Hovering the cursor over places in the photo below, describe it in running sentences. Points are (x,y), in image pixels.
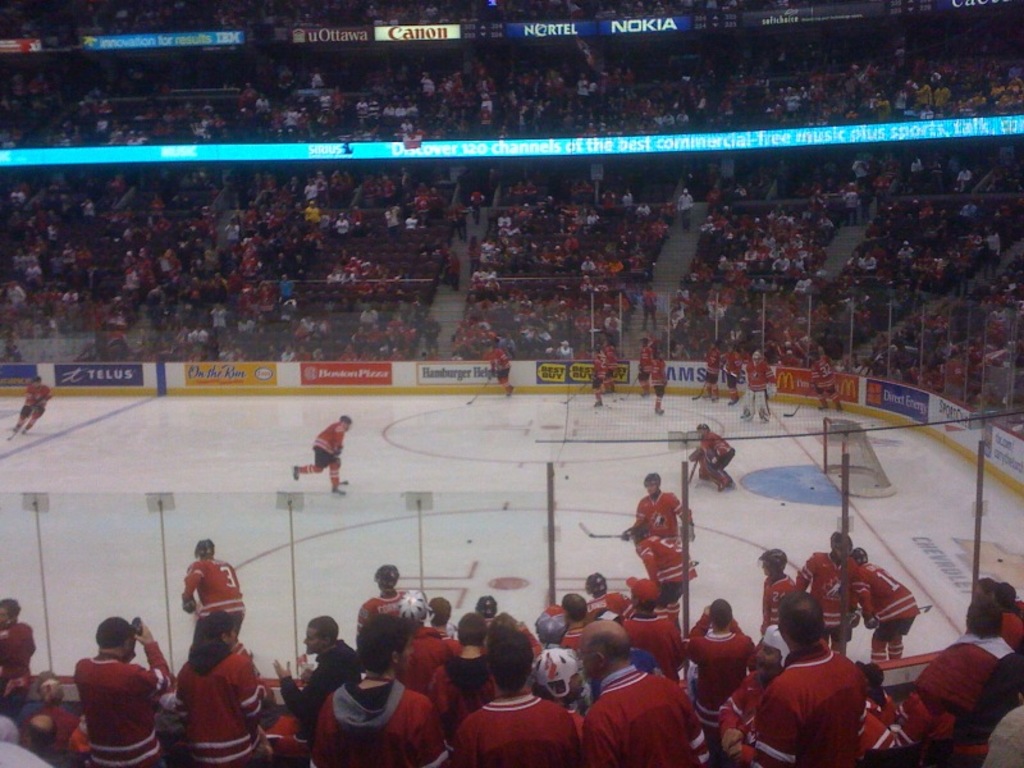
In this picture we can see some people (642,379) playing ice hockey game, in the background (607,273) there are some people (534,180) standing and some people (409,228) sitting on chairs (578,255), we can see stairs (460,251) in the middle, we can see fencing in the front (141,543), there are hoardings (511,371) in the background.
